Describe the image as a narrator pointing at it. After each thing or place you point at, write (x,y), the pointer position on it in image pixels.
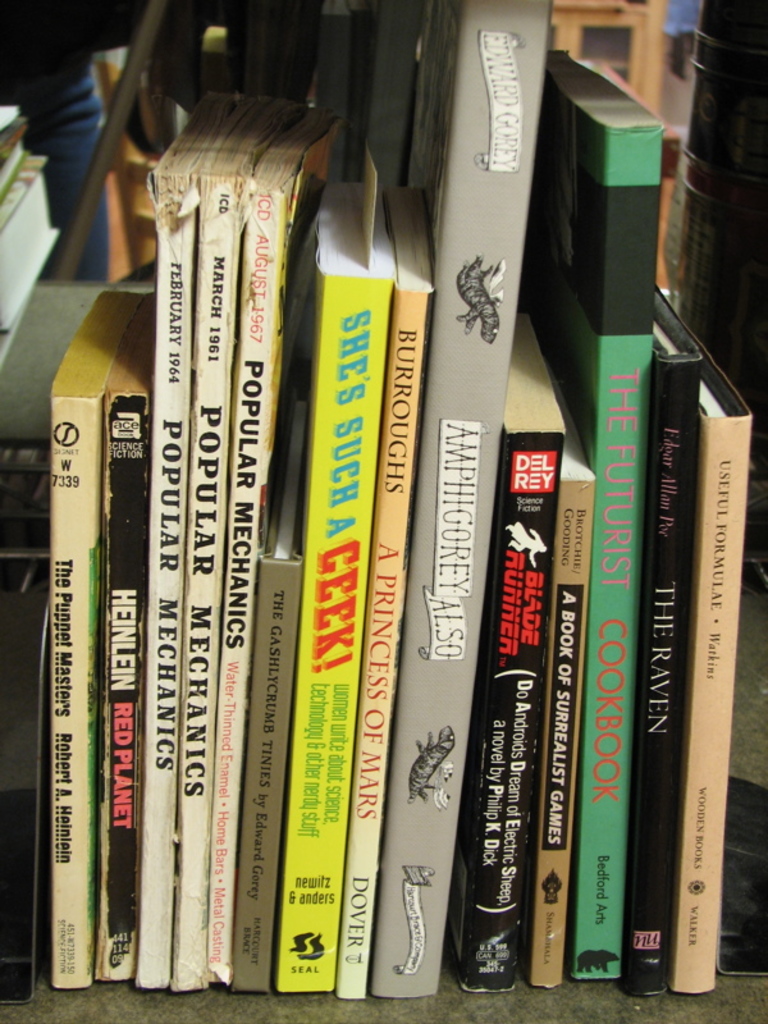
In this image we can see books (361,381) arranged in the rows (307,228) and a person (83,167) standing on the floor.
